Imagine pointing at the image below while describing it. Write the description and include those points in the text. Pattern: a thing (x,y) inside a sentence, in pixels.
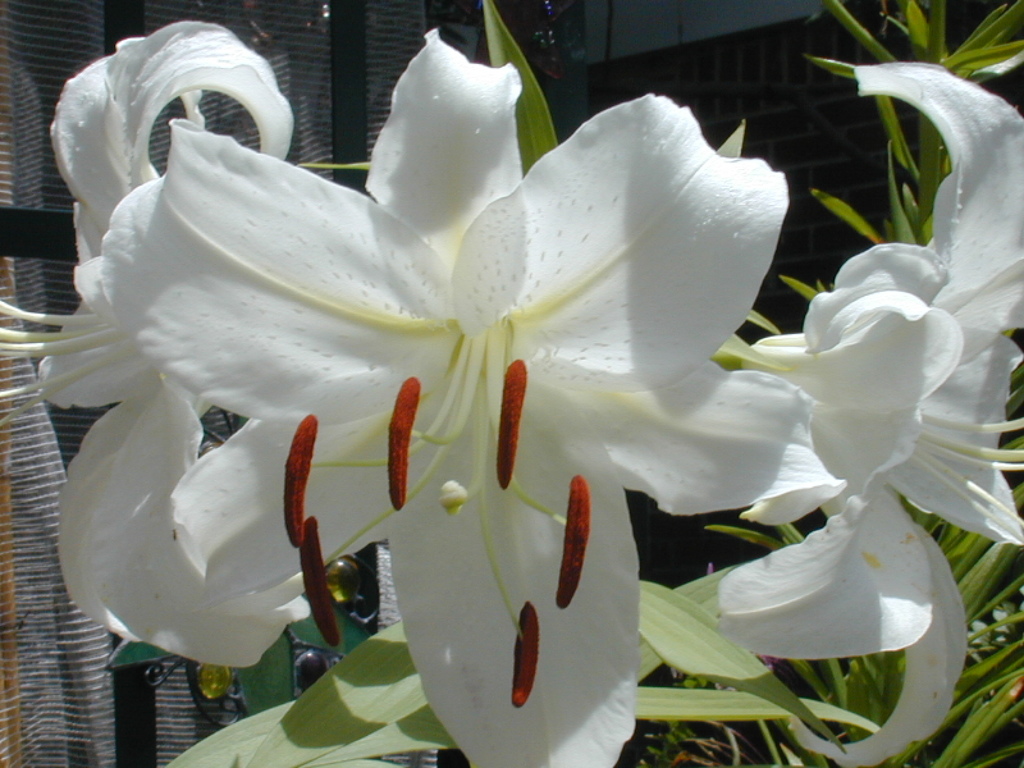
In this image we can see few flowers (666,466) which are white in color, and also we can see some plants (738,749), behind with it there is a wall (850,107), and a glass door (35,290).
